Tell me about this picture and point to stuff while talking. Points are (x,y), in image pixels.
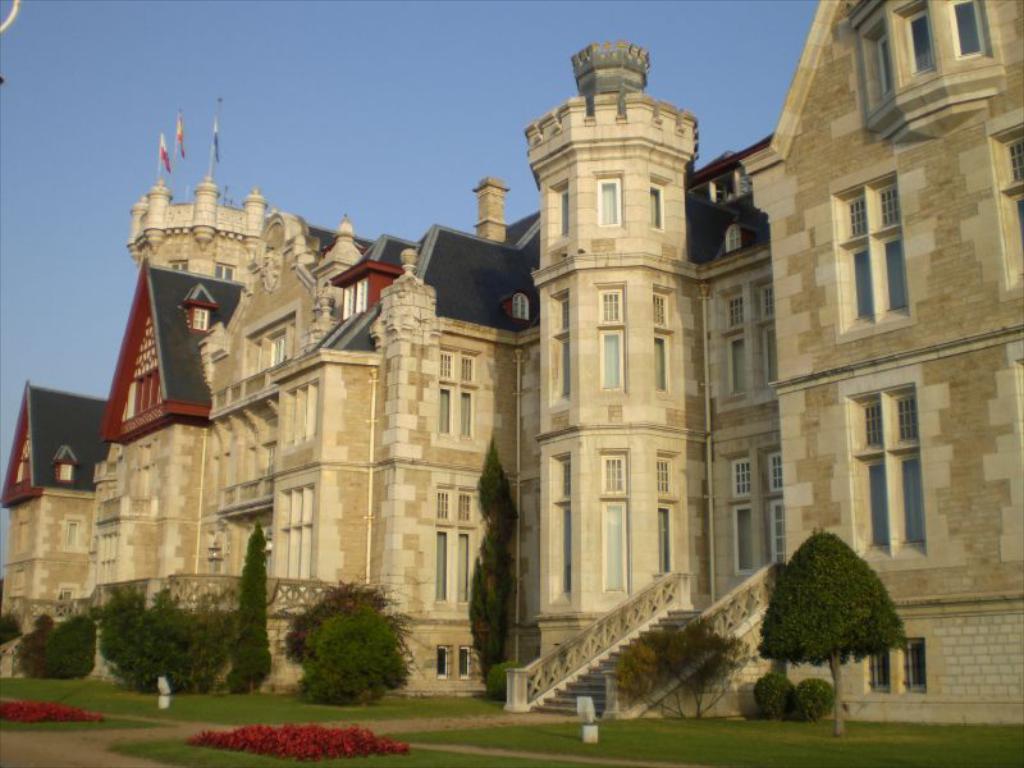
In this image I can see grass (298,706), plants (372,665), trees (492,664), staircase (551,673), buildings (468,494) and windows (567,495). At the top (117,78) I can see flags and the sky (247,142). This image is taken may be during a day.
